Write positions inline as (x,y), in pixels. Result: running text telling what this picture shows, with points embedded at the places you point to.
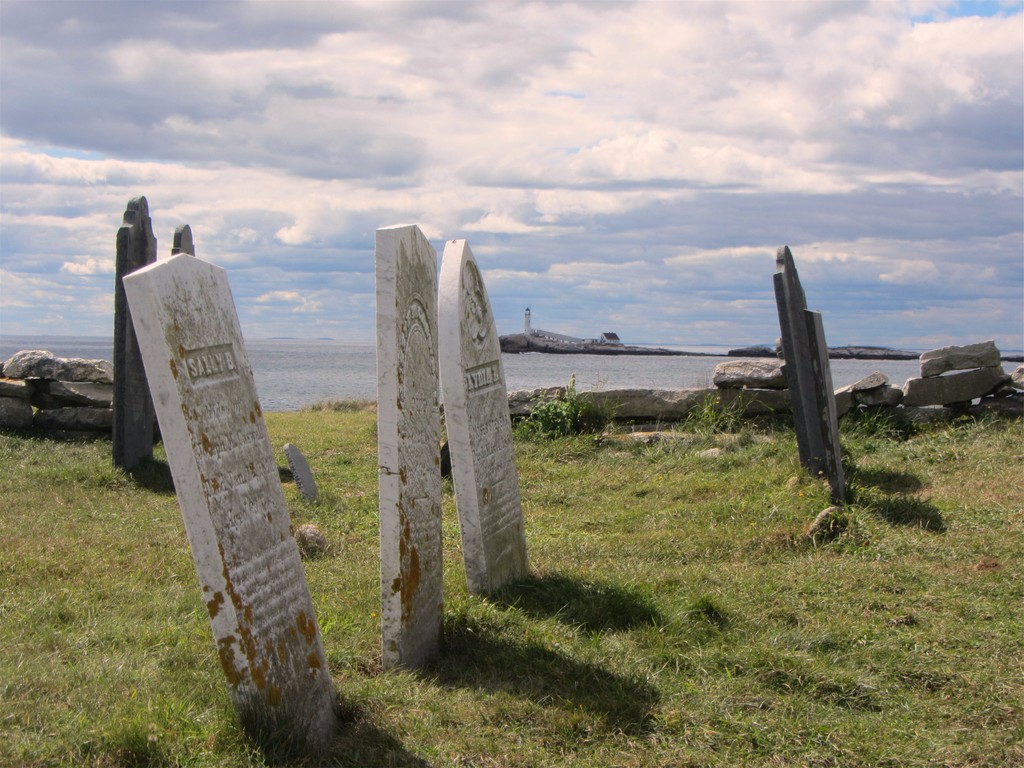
In this picture we can see headstones (409,604), rocks (541,392), grass (699,505) and water (535,360). In the background of the image (548,300) we can see tower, house (611,341) and sky (635,218) with clouds (555,226).
